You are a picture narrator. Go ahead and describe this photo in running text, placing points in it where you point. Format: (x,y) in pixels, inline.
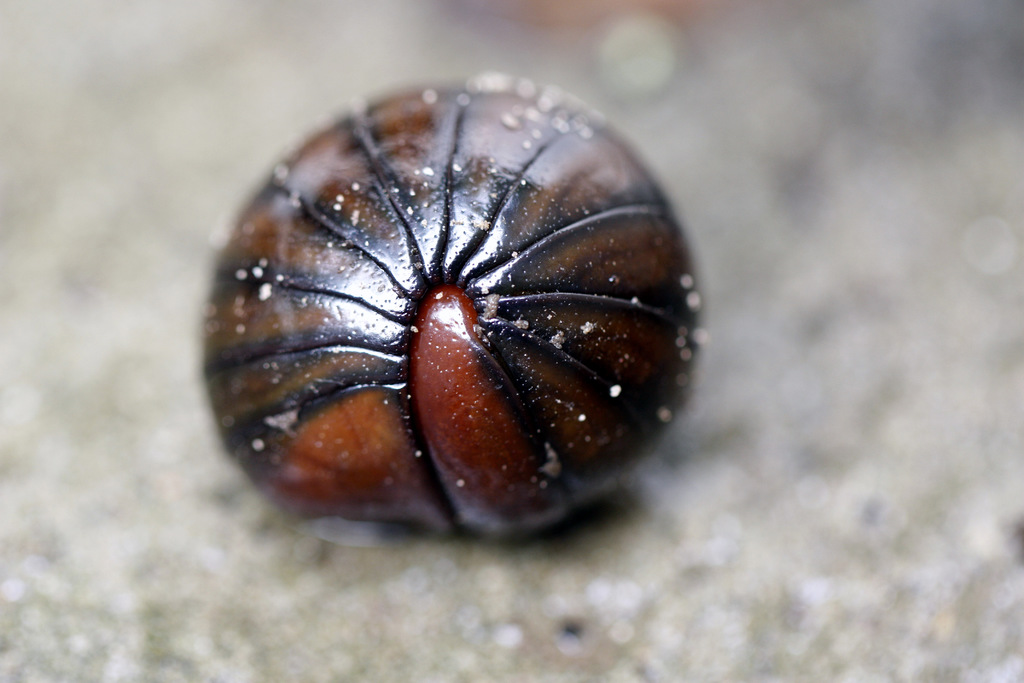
As we can see in the image in the front (398,315) there is a black and brown color object (389,315). The background (785,91) is blurred.
